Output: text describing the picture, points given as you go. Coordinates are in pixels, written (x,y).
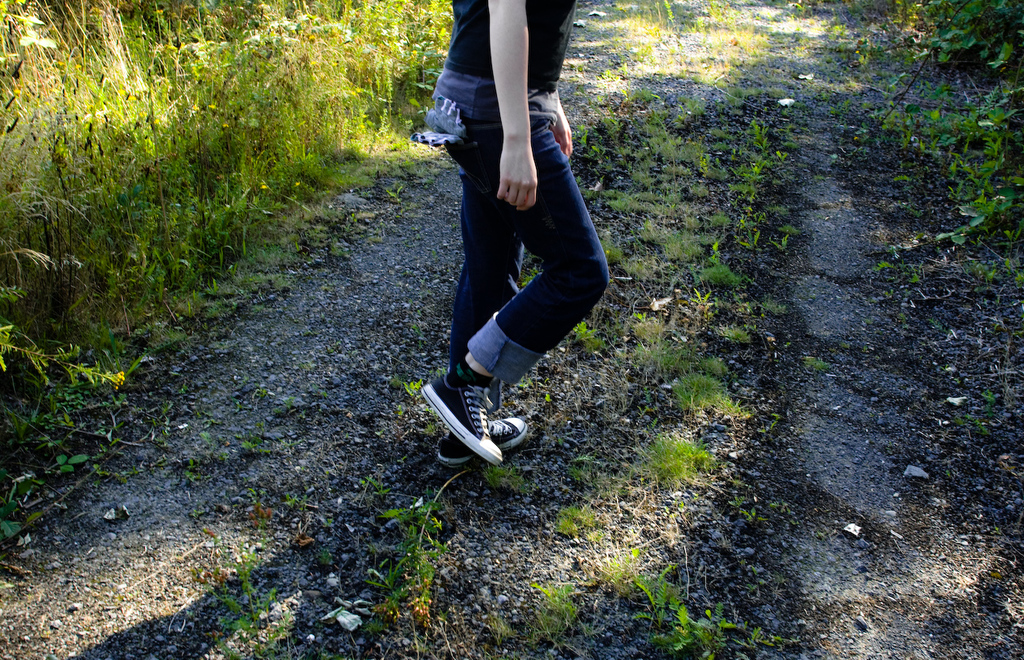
In the picture we can see legs (498,208) and hands (523,176) of a person (498,208) who is wearing black and white color dress (467,245) standing and we can see grass (192,184) on left side of the picture (190,163).
